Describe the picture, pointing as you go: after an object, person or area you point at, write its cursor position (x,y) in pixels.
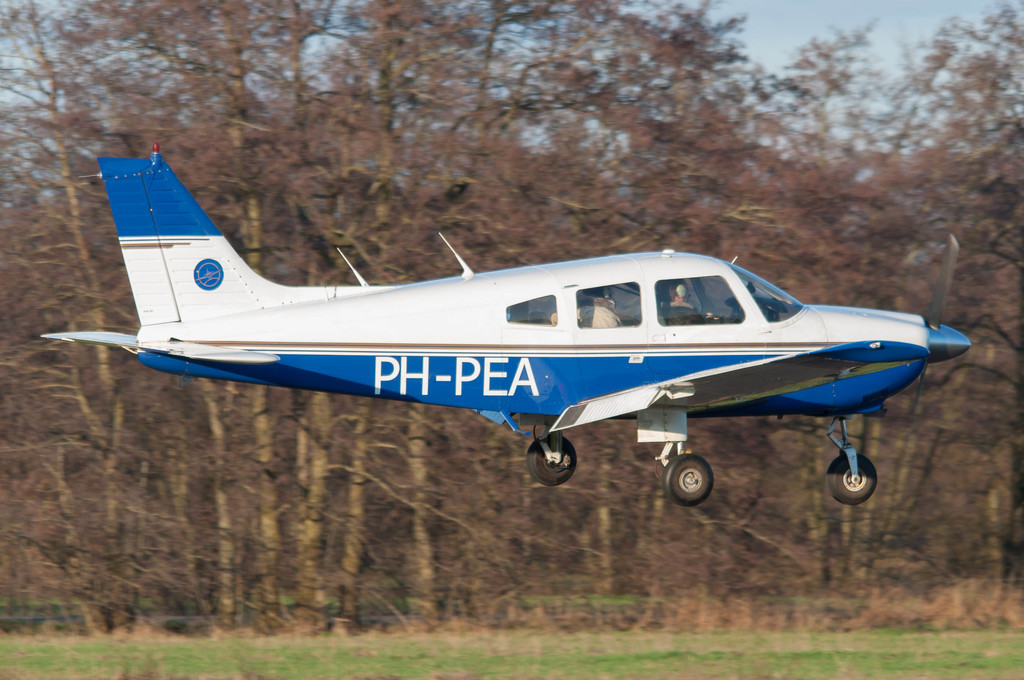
In this picture, in the middle (592,342), we can see an airplane (568,332) flying in the air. In the airplane (544,310), we can also see few persons (608,311) sitting in it. In the background (641,220), we can see some trees (712,203). On the top (851,10), we can see a sky (847,26), at the bottom (343,677) there is a grass (414,644).
